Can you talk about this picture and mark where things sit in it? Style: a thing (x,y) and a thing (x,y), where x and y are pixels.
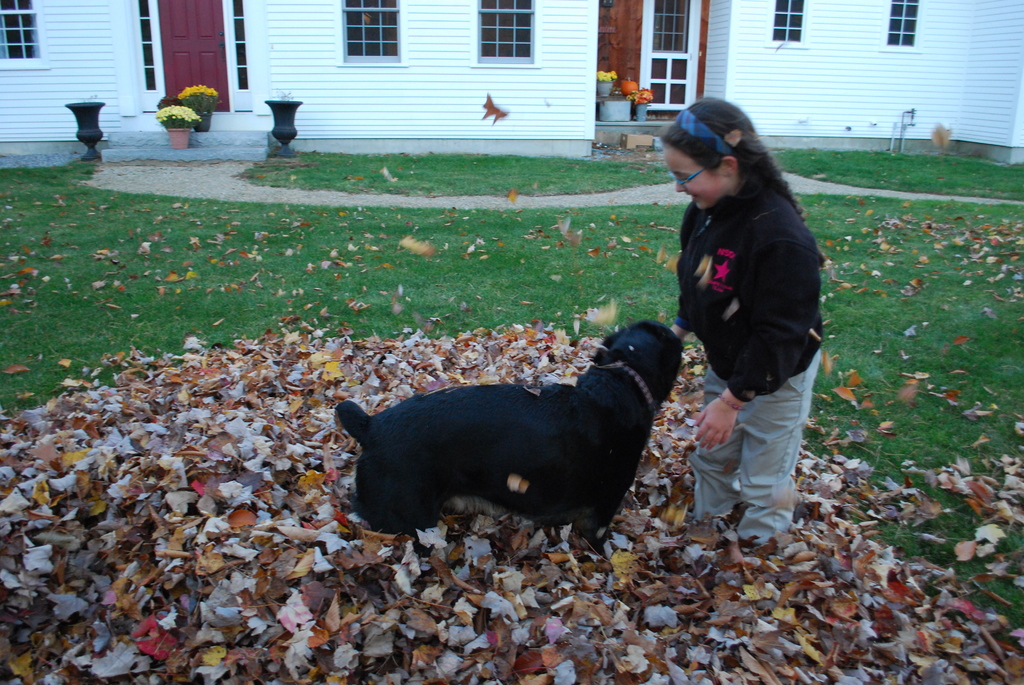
In the picture we can see a girl child (818,361) standing on the dried leaves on the grass surface (654,295) and playing with a dog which is black in color and in the background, we can see grass surface (912,298) and a house (72,93) with windows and some steps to it and on it we can see some house plant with flowers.
